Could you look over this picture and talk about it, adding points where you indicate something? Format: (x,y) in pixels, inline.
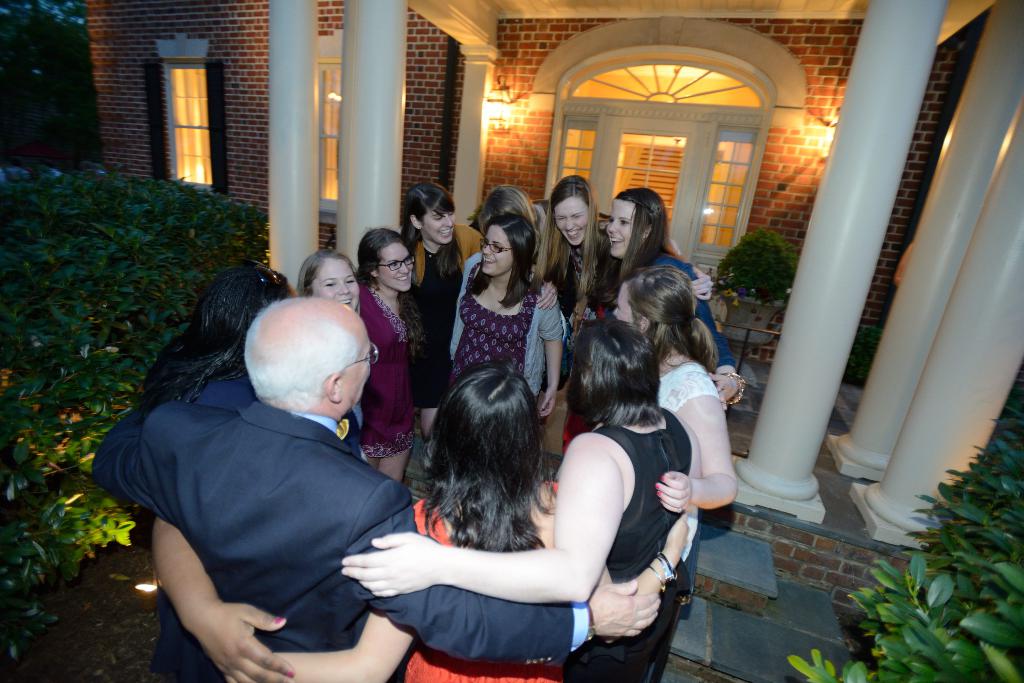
In the center of the image (475,344) we can see a group of people (685,288) are standing and they are close to each others and standing in the form of a circle. In the background of the image (648,12) we can see a building (560,140), windows (177,178), lights (827,144), wall (790,136), door (685,192), pillars (868,154), bushes (90,198). In the top left corner (14,42) we can see a tree (66,25). At the bottom of the image (795,646) we can see the floor (809,626).
